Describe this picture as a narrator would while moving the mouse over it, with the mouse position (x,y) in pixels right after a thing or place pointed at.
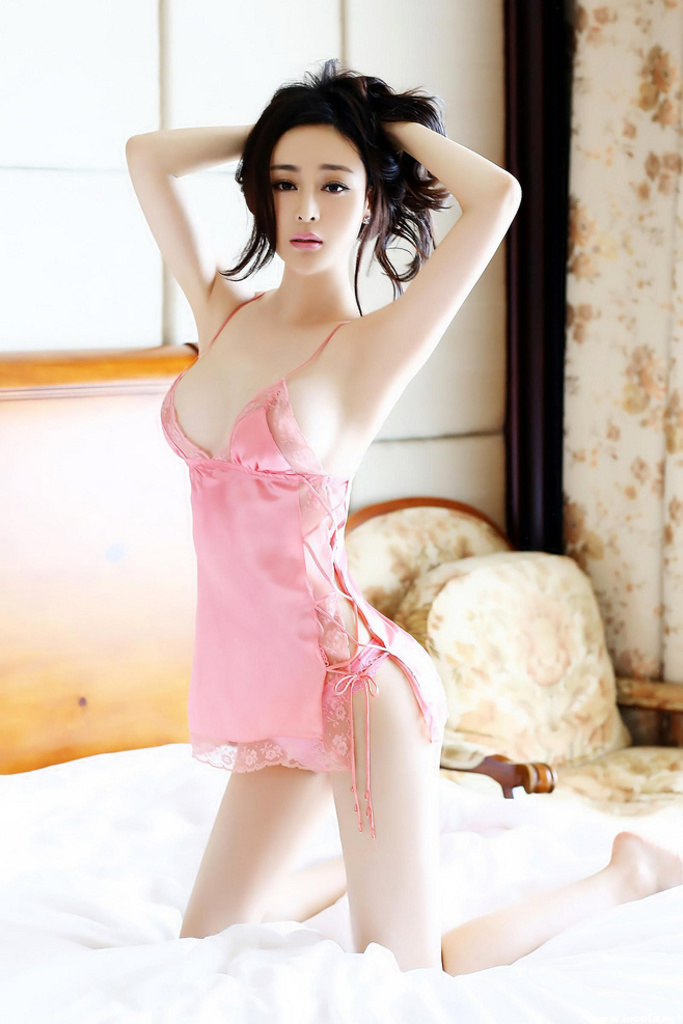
In this image, we can see a woman (502,921) on the white cloth (312,986) and posing. Background (639,450) there is a wall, chair (410,622) and curtain (638,440).
